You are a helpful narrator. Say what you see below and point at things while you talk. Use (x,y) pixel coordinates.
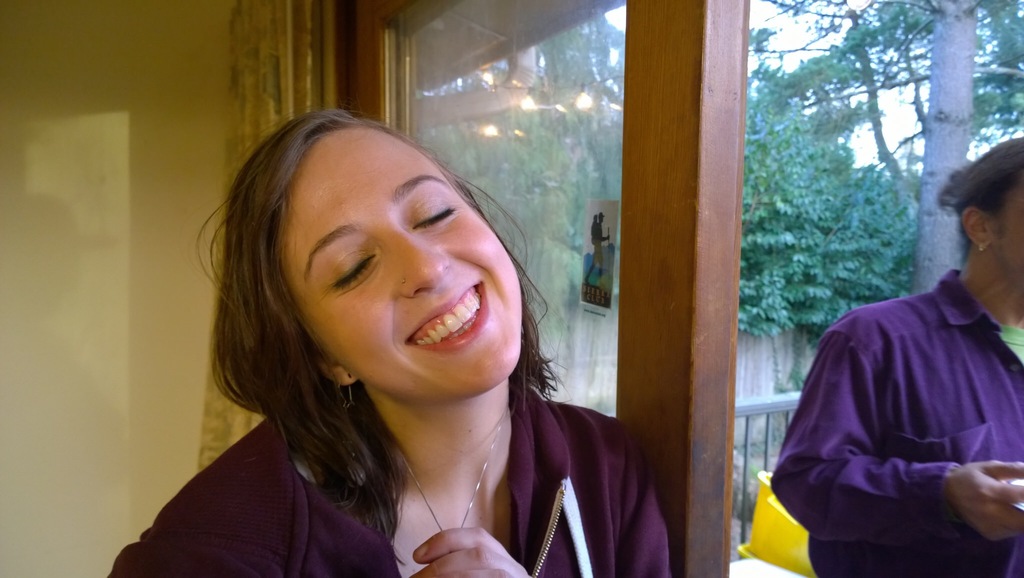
In this picture I can see couple of them (555,517) standing I can see trees (848,244) and a curtain (323,19).
